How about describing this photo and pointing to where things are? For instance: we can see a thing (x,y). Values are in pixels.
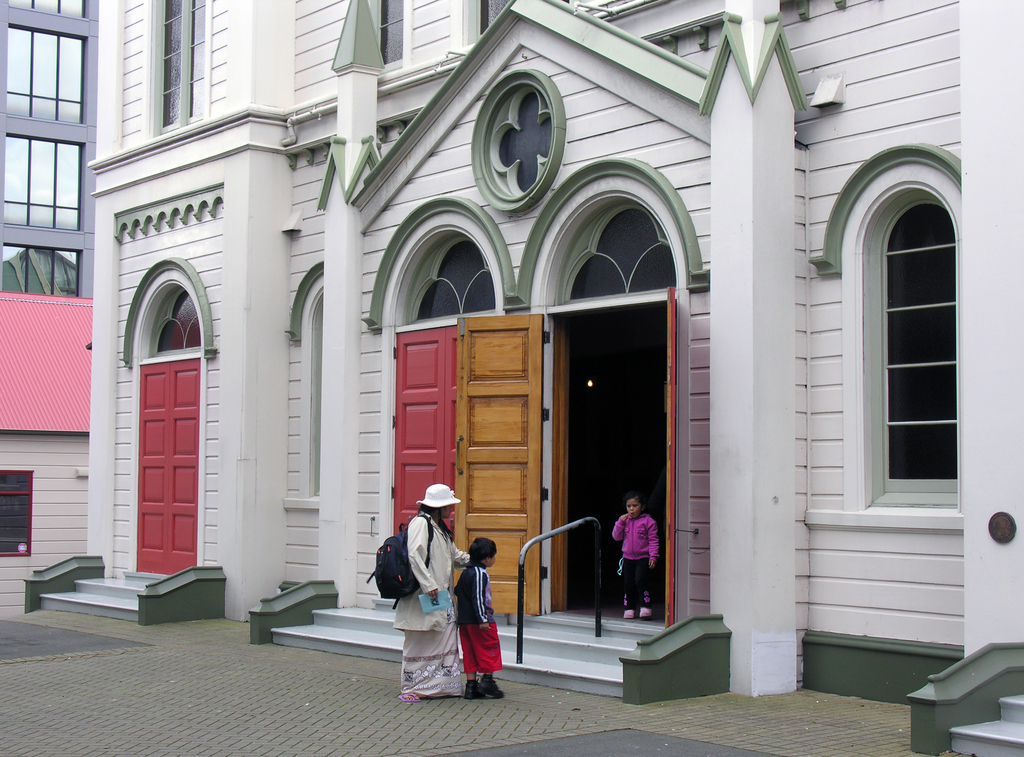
In this image there are buildings (463,60), doors (141,371), windows (191,329), people (488,586) and rod (542,538).
